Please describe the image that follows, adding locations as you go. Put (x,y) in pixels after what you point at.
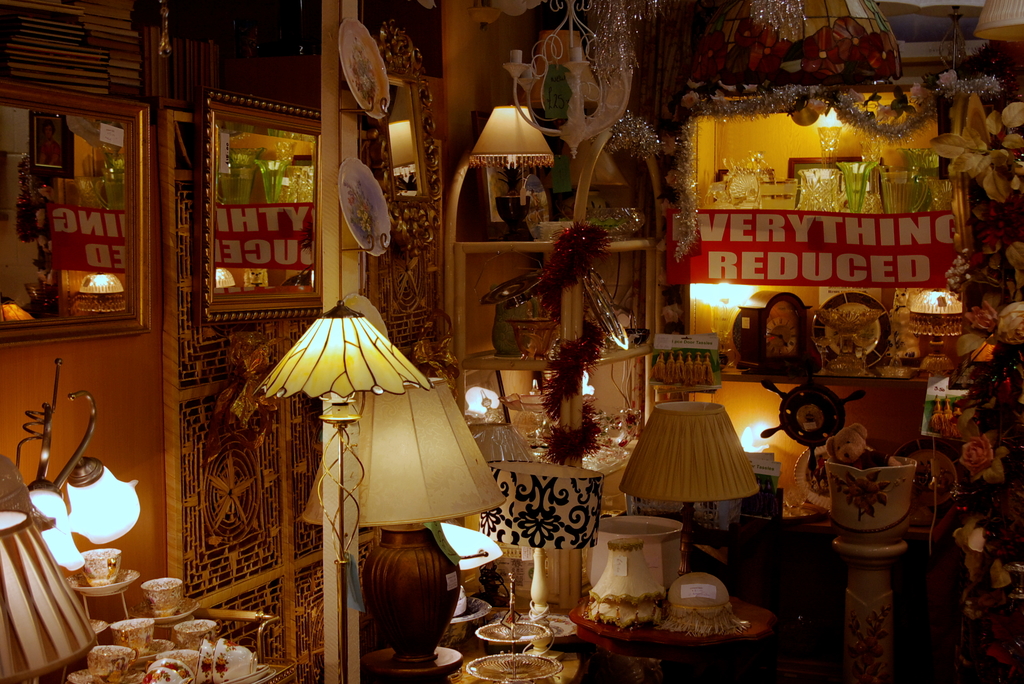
In this image, we can see some lamps (55,511), glasses (927,162) and plates (367,49). There are photo frames (210,238) on the left side of the image (225,306). There is a banner (874,242) on the right side of the image (879,245). There are some flowers (1001,319) in the bottom right of the image (997,540).
